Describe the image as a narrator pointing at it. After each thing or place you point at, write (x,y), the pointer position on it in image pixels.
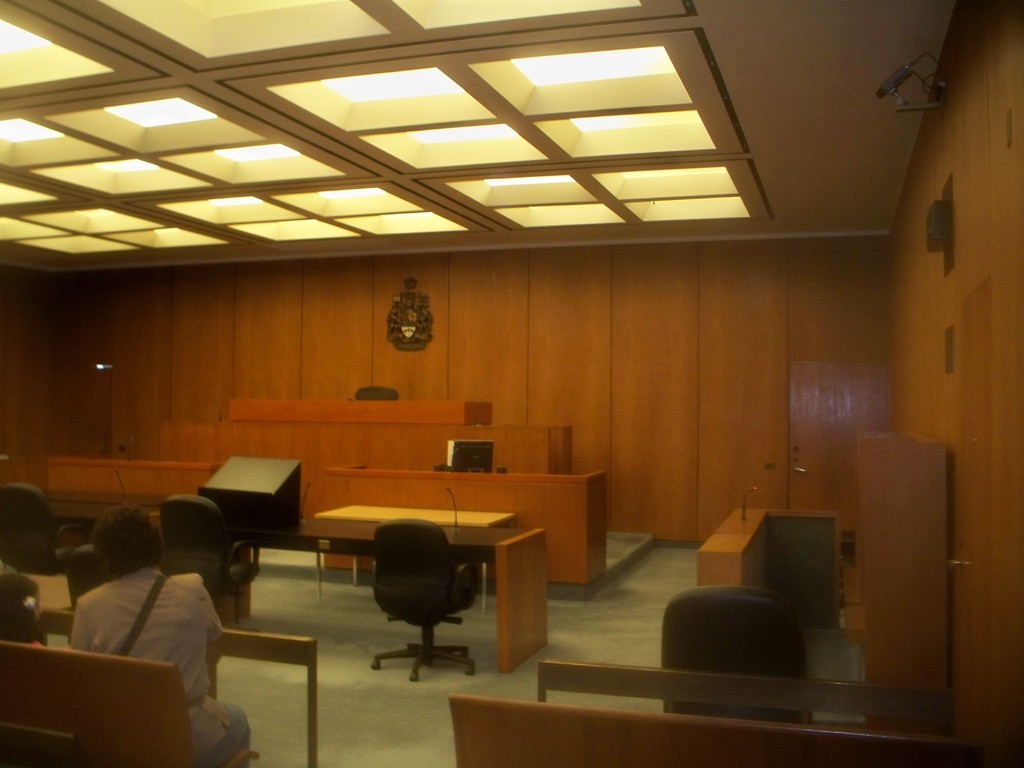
In this image we can see few tables (168,459) and chairs (698,648) in a room (461,481). On the left side of the image (111,617) we can see a person (121,596) sitting on the chair (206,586). This is a wooden wall (606,377). This is the ceiling (270,89).
